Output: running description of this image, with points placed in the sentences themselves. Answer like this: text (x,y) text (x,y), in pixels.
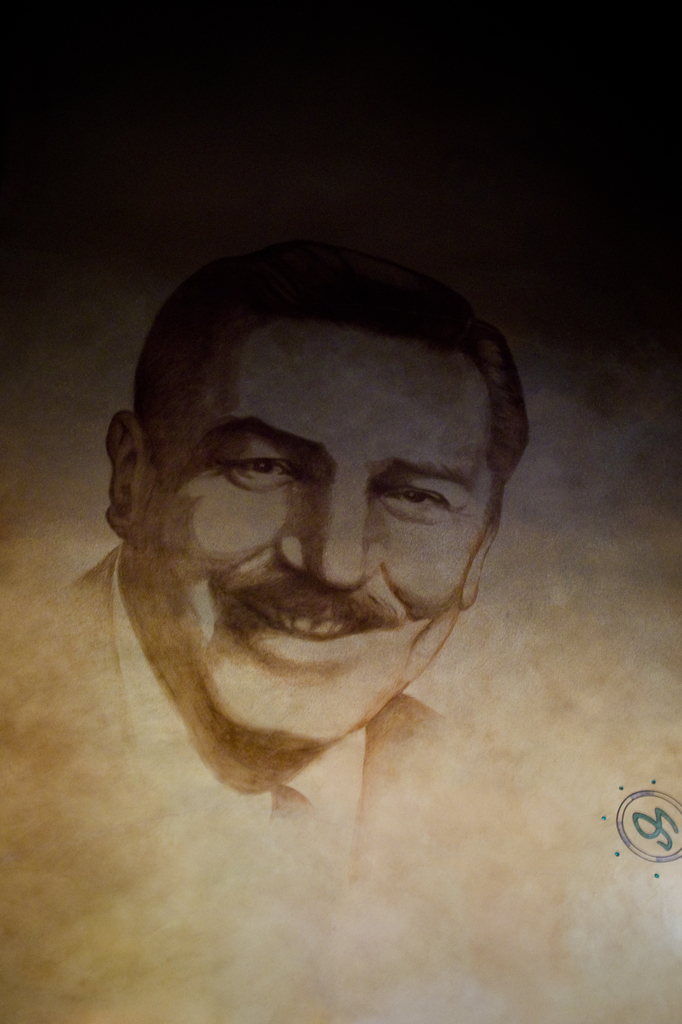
In this image there is a painting (388,715) of a person (290,696) and there is a logo (634,815).
